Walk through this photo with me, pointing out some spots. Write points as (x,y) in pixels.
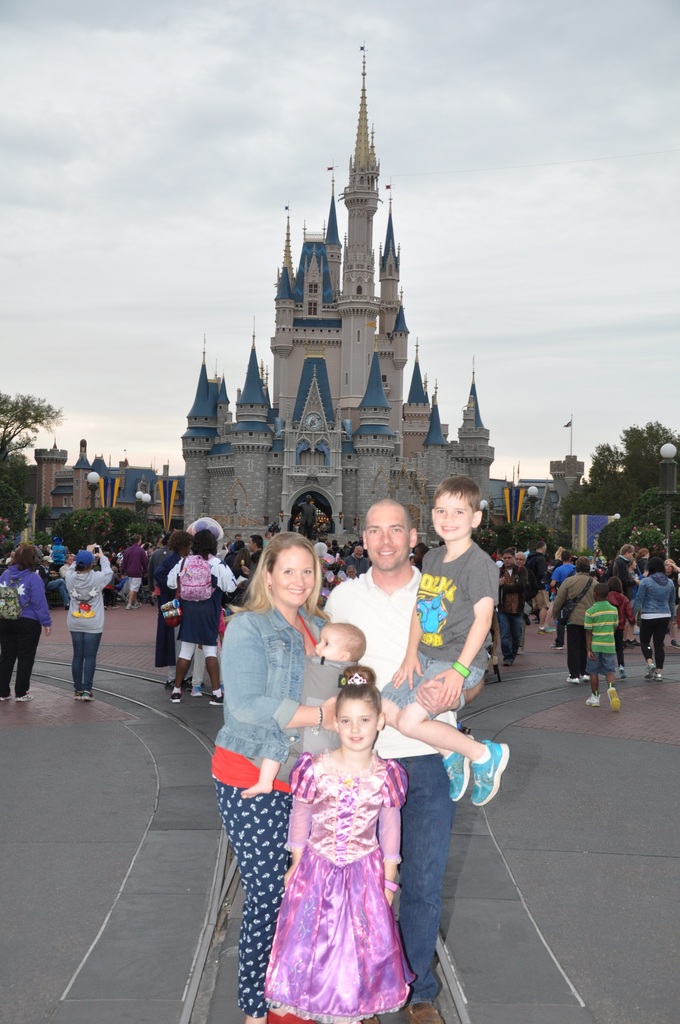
In this picture I can see buildings (418,411) and few people (6,577) are standing and I can see a man (453,683) carrying a boy (428,736) with his hands (453,683) and woman (240,617) carrying a baby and I can see a girl (306,880) and few of them wear backpacks (206,585) on their back (208,602) and I can see trees (622,480) and a flagpole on the building (568,461) and few people (672,567) walking and I can see few pole lights (671,491) and a cloudy sky (255,150).
